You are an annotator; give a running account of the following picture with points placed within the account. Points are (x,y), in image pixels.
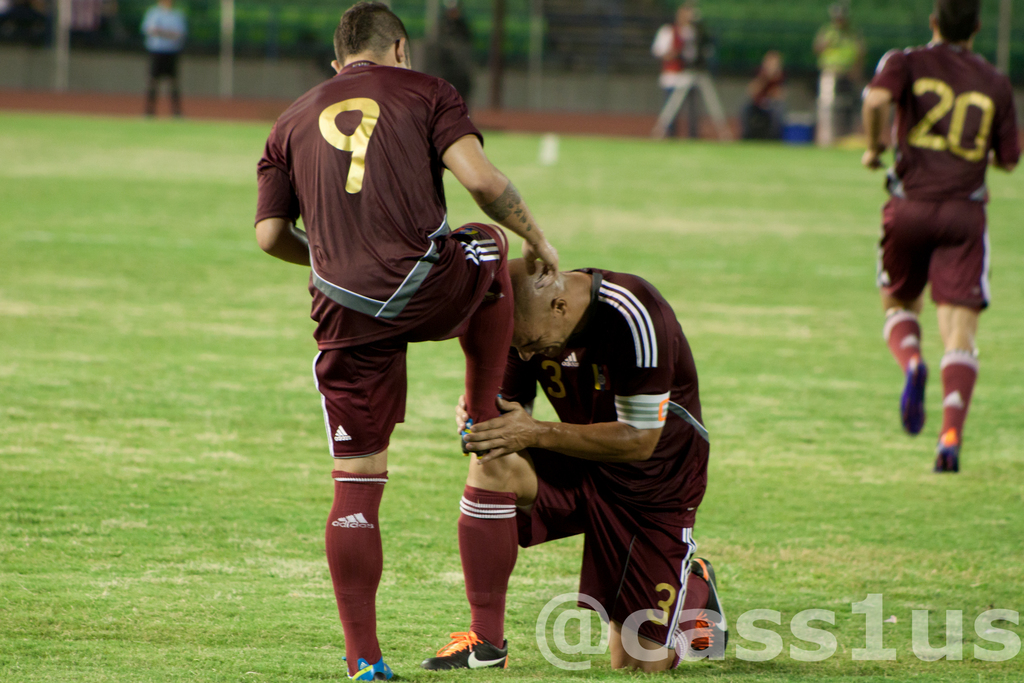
In this image I can see some people (570,342) on the ground (308,405). I can see the background (609,37) is blurred.
